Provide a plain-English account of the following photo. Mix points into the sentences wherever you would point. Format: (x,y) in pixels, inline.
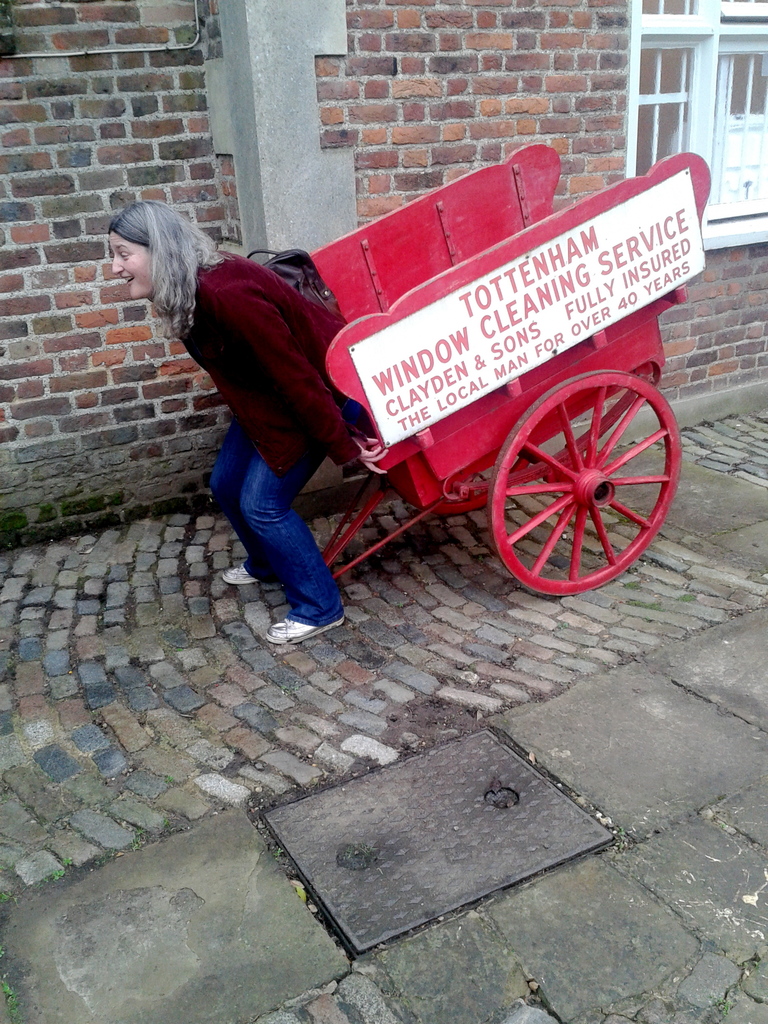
In the image there is a woman (260,508) standing and holding a carriage (533,411) on a footpath (291,728), beside her there is a building (499,134) with window (687,129) on the right side (702,131).
